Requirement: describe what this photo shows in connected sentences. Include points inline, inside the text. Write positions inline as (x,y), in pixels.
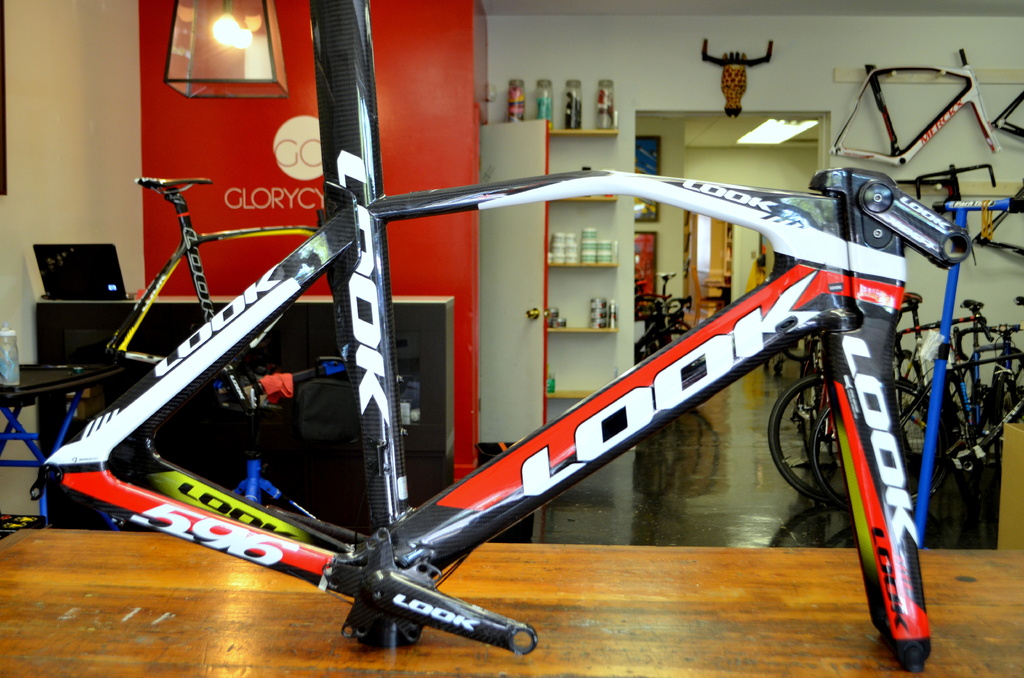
In this picture I can observe a bicycle frame (397,368) placed on the brown color desk (447,585). This frame (385,454) is in black, red and white colors. In the background (875,85) there are some frames (884,106) hanged to the wall (869,100). I can observe some bicycles (816,407) on the right side (952,400).
